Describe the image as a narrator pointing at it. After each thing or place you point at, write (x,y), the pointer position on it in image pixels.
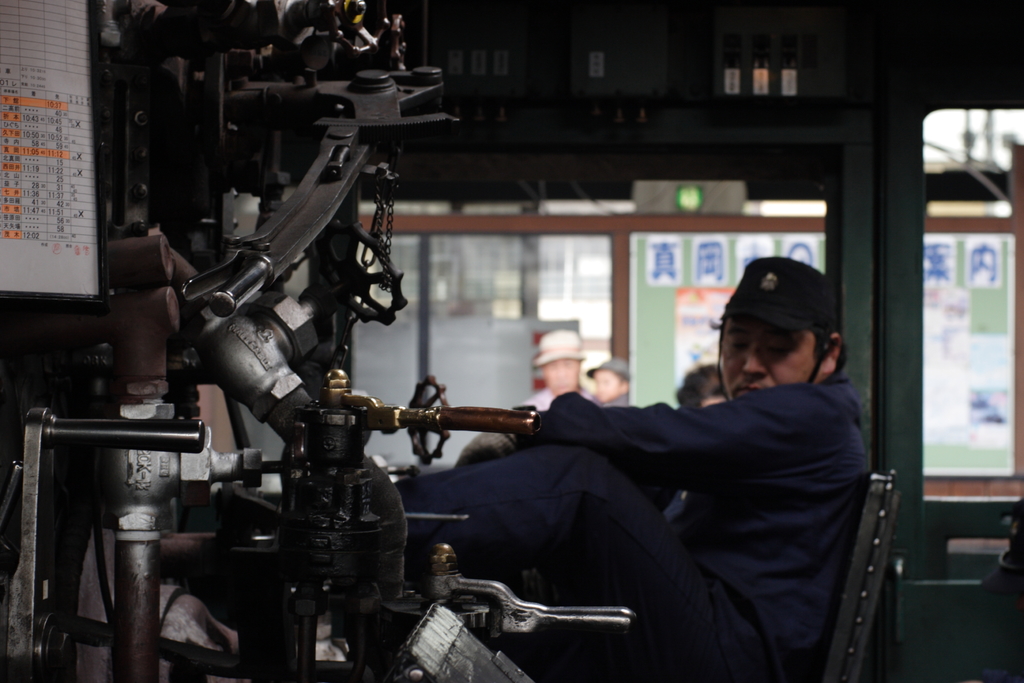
In this image there is one person (701,442) sitting at right side of this image (743,473). There is some machinery (246,496) at left side of this image (270,407). There is one paper calendar (79,125) at top left side of this image (72,159) and there is a wall (827,223) in the background (702,353). there are some windows (553,254) in middle of this image (540,256).
